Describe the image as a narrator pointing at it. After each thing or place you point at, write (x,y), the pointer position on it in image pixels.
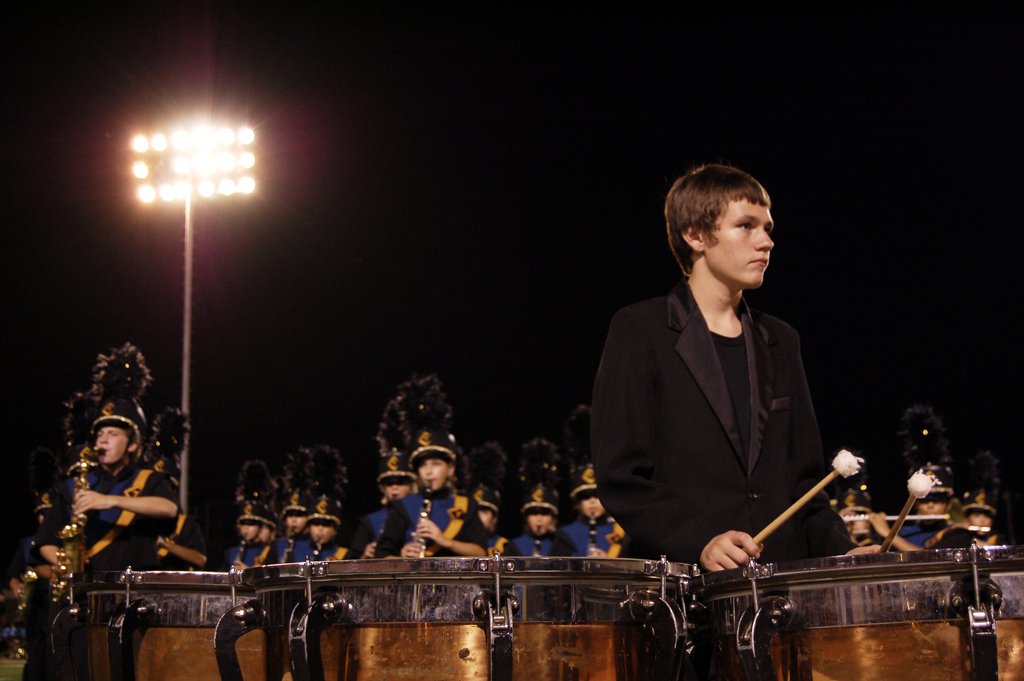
At the top (178,182) we can see lights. Here we can see persons (293,528) standing and playing musical instruments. These are drums (936,625). A man (726,559) wearing a black colour blazer (692,412), holding a drum sticks (853,457) in his hands (739,546).
